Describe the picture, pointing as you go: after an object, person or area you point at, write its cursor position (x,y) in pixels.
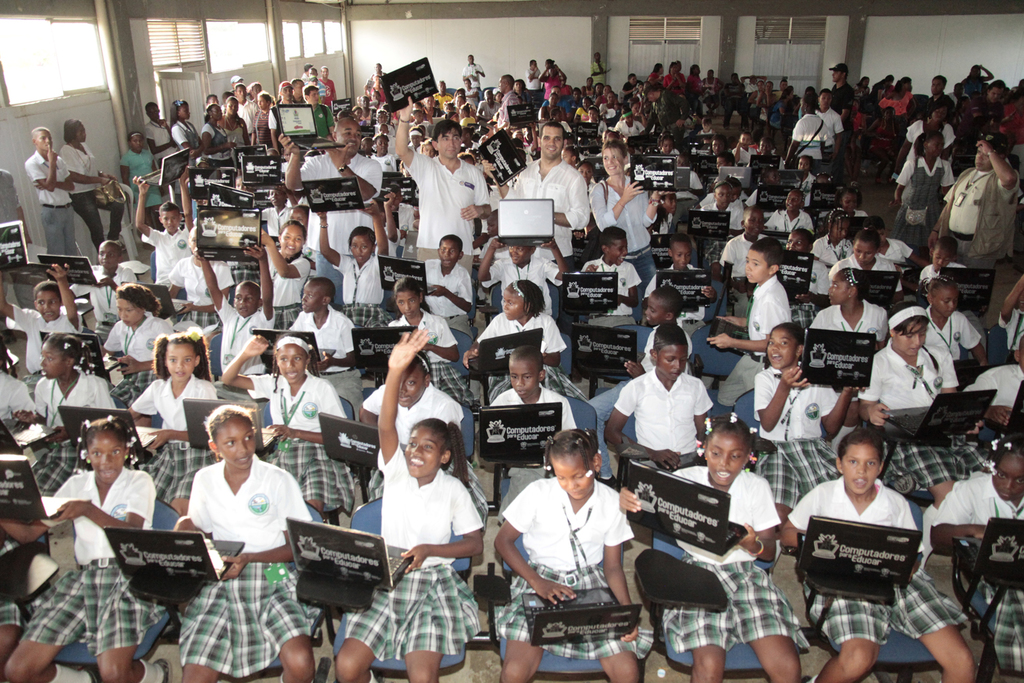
In this picture, we see the girls (427,357) and the boys (758,352) are sitting on the chairs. They are holding the laptops (236,404) in their hands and they are operating the laptops (320,546). In the middle (426,249), we see three people (437,177) are standing and they are holding the laptops (418,97) in their hands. In the background (433,100), we see the people (892,105) are standing. Behind them, we see a white wall (457,49) and the windows (261,53). This picture might be clicked in the classroom (498,70).
